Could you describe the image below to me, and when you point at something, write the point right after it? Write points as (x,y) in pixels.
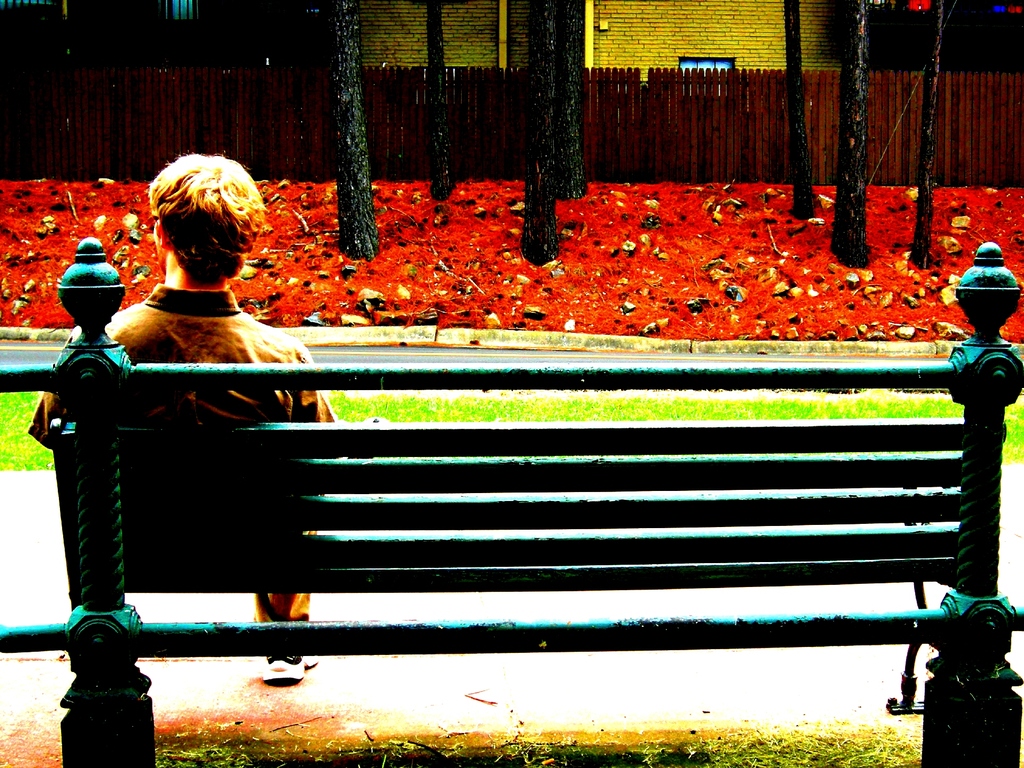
This picture is clicked outside. In the foreground (306,501) there is a person (252,359) sitting on the bench (372,485). In the background (824,141) we can see the wooden fence (611,85), buildings (625,14) and the trunks (795,130) of the trees (351,131).
